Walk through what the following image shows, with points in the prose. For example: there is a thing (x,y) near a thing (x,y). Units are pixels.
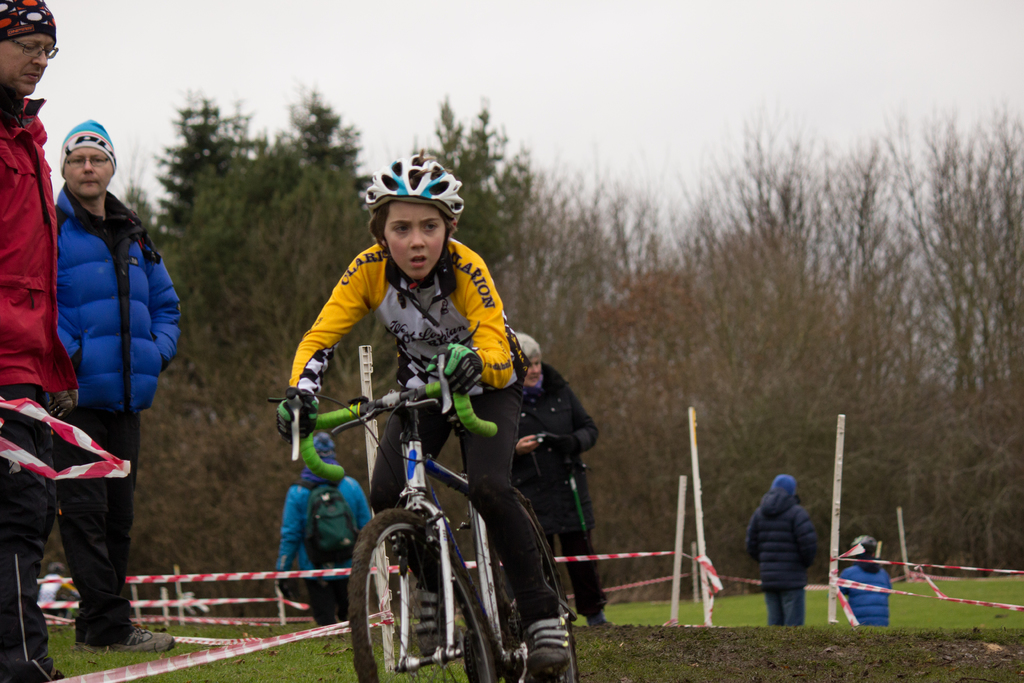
In the picture I can see a person (451,272) wearing helmet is riding a bicycle (437,388) and there are two persons (96,333) standing in the left corner (107,342) and there are few wooden sticks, persons (785,575) and some other objects (842,581) behind them and there are trees (615,274) in the background (605,274).
